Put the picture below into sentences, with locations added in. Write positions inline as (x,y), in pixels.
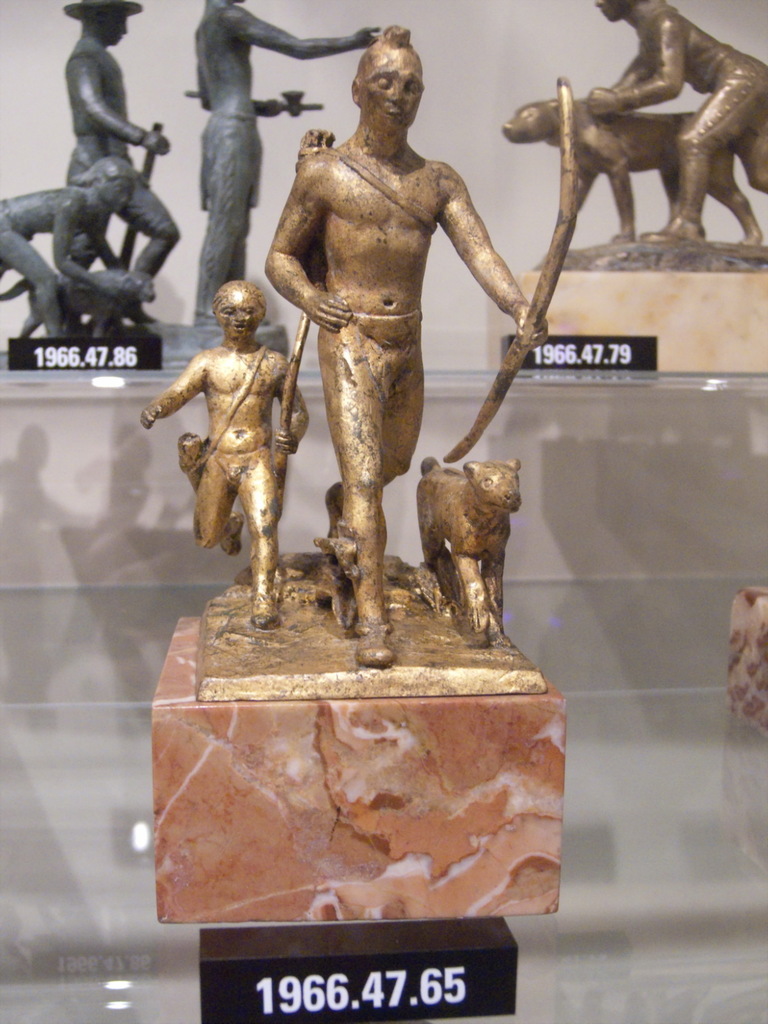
There are sculptures (338,205) displayed on a stand (532,736). In the background (40,204) we can see sculptures (640,90) and wall (54,149) and we can see some numerical tag (333,990) at the stand (572,275).
